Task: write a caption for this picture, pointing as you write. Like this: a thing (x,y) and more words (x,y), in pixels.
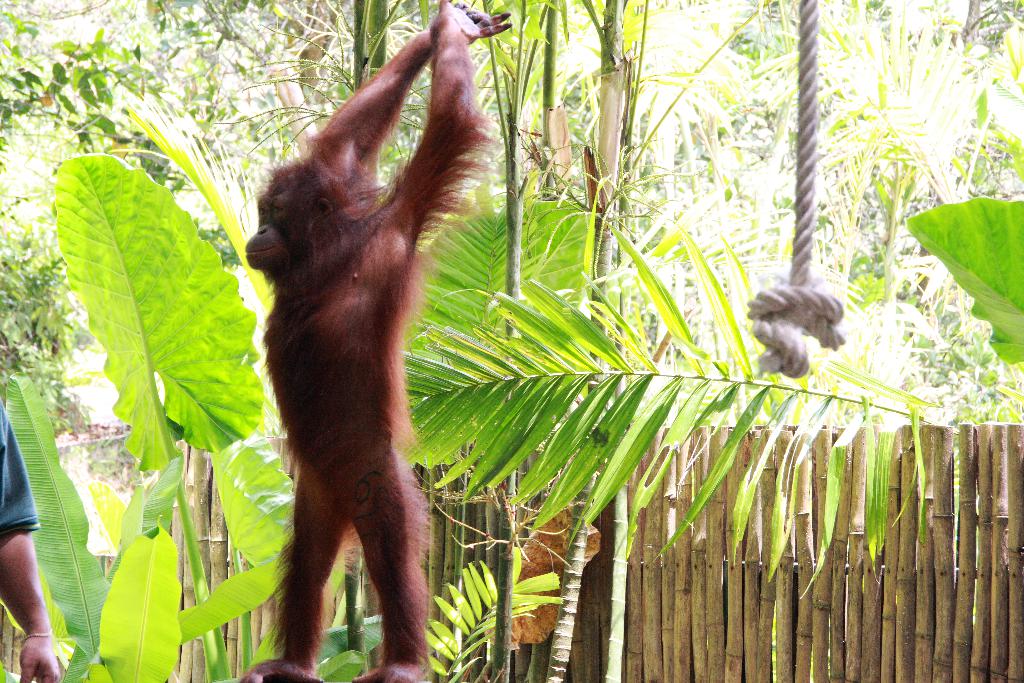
In this image I can see an Orangutan (272,245) standing here I can see bamboo stalks (725,428) standing just behind the orangutan (292,224) so many plants (962,198) behind the orangutan (360,111) and I can see a thread (767,314) hanging over at the top of the image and I can see in the left bottom corner (8,463) a man (3,436) is standing.
